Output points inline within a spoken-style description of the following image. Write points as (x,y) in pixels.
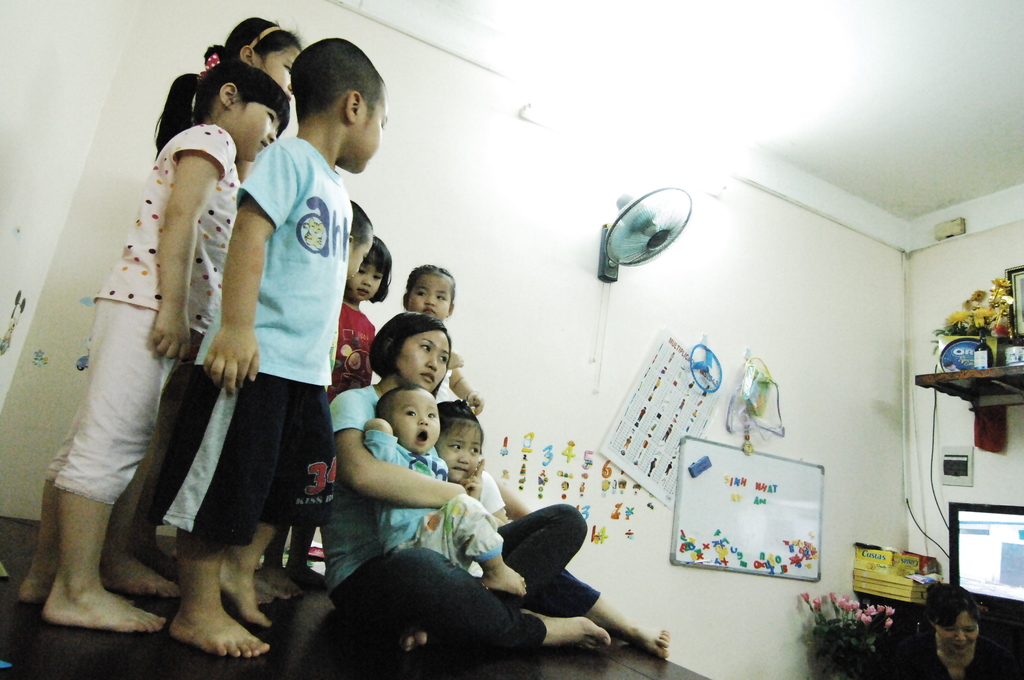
There are group of children (360,215) in different color dresses (259,178) standing on the bench (310,665). Beside them, there is a woman (427,376) holding a baby (432,476) and sitting on the table (509,649) near another child (469,425) who is sitting on the same table (626,656). On the right side (888,617), there is a woman (973,619) near pot plant (876,621) which is having flowers (856,603). In the background (754,591), there are stickers (753,554), posters (671,419), a fan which is attached to the wall (749,582), there are some objects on the shelf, there is a monitor (987,561) and there are other objects (931,564).
